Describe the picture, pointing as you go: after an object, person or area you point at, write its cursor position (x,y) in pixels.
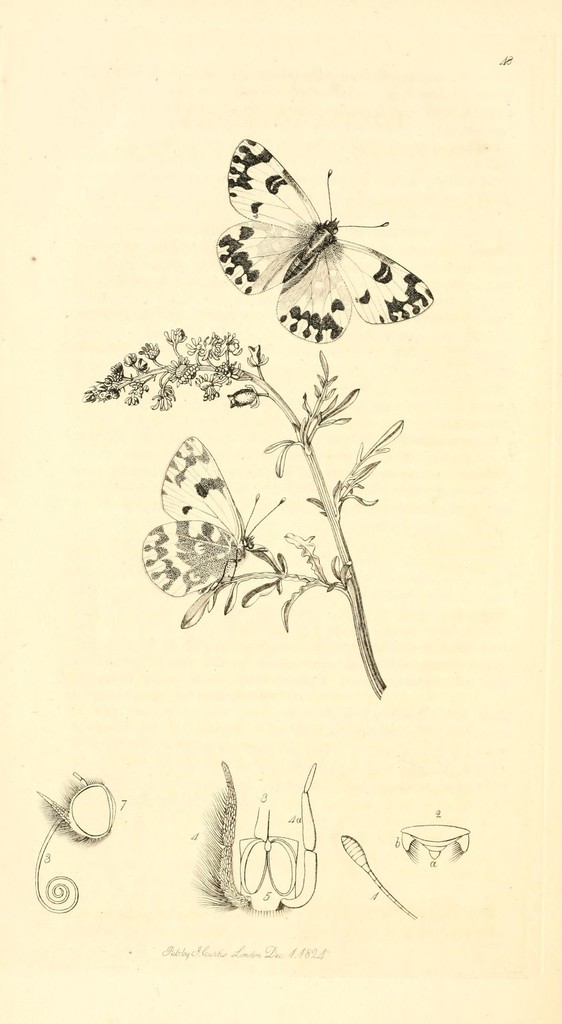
In this image we can see a drawing (299,438). There is a drawing (291,244) of a butterfly (309,260), a stem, a butterfly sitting on the stem (299,431) and some text (288,950) written on it.
